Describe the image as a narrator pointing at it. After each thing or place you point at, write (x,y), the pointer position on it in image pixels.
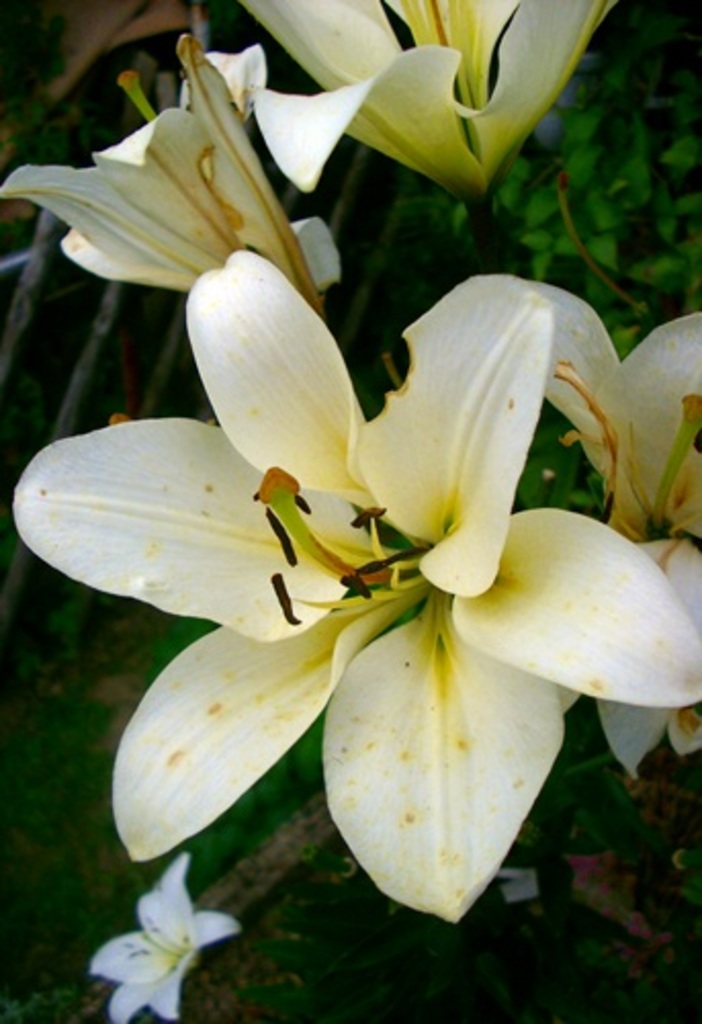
In this image I can see there are flowers (331,487) in white color. At the top (604,216) there are leaves (606,232).
